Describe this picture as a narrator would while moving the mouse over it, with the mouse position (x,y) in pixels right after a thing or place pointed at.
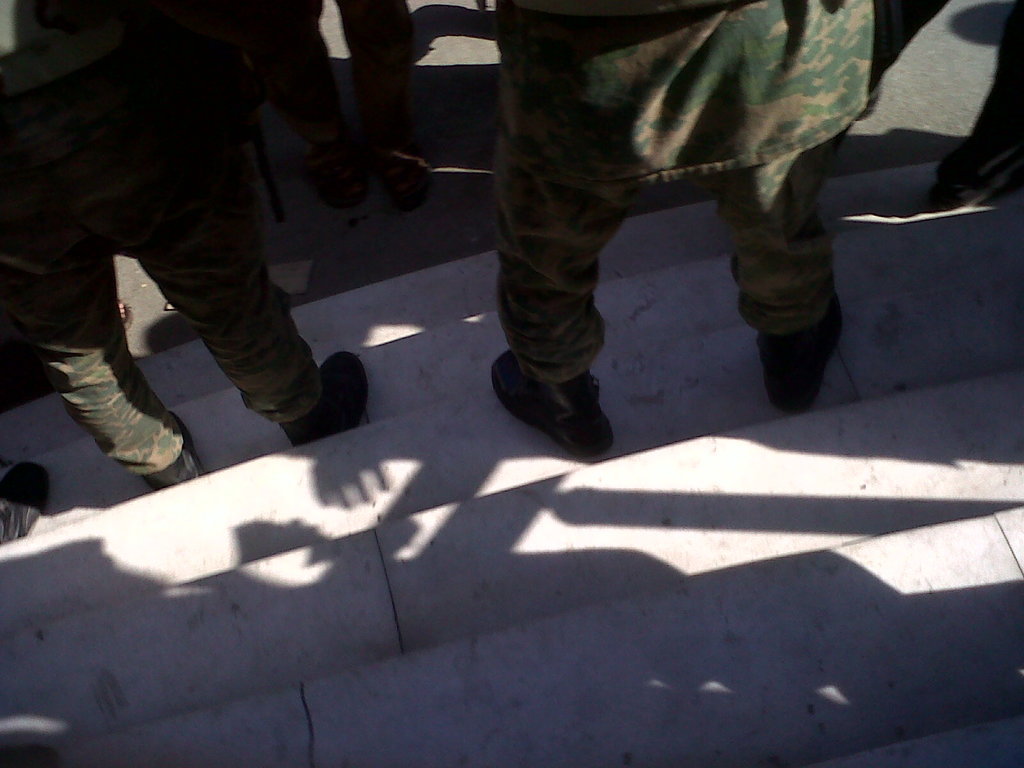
In this picture, we see the legs (546,257) of men (725,136) wearing uniforms (180,212) and shoes (510,398) are standing on the staircase (768,521). Beside the staircase (841,266), we see the road (876,106).
